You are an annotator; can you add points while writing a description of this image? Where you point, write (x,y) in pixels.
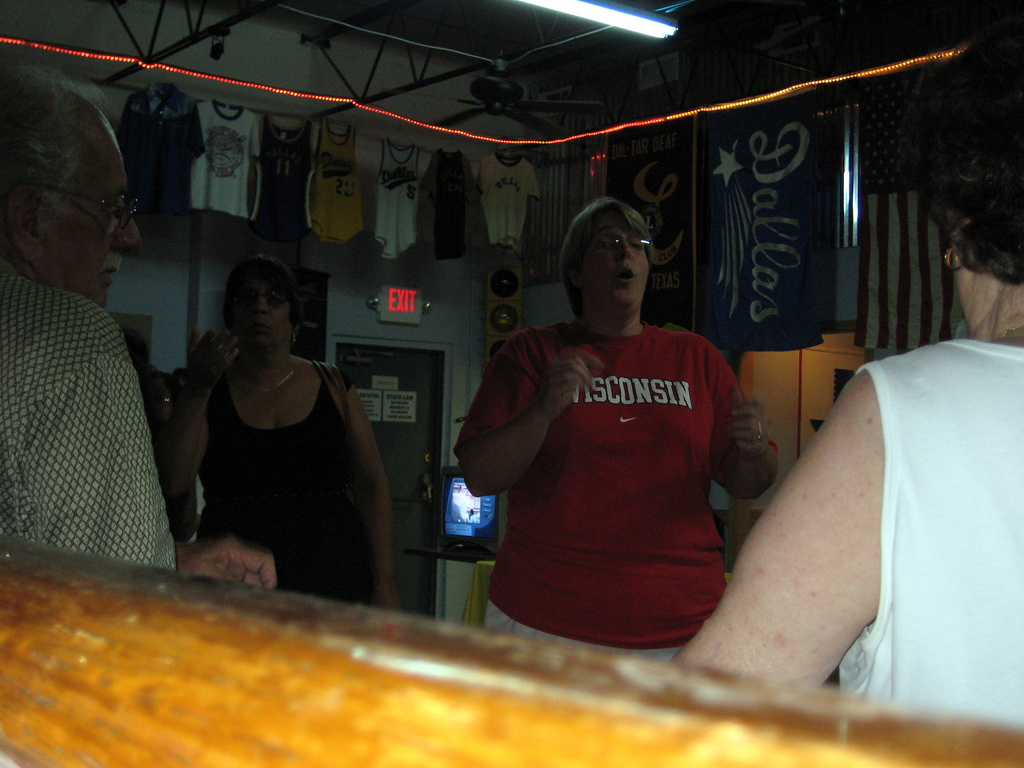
In this picture we can see four persons (692,529) are standing, on the right side (878,171) there are flags (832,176), in the background (510,174) we can see clothes (180,144), we can also see a speaker (502,332), a television (466,496), an exit board (407,315) and a door (396,428) in the background (407,440), there is a light (600,12) at the top of the picture (588,2).
